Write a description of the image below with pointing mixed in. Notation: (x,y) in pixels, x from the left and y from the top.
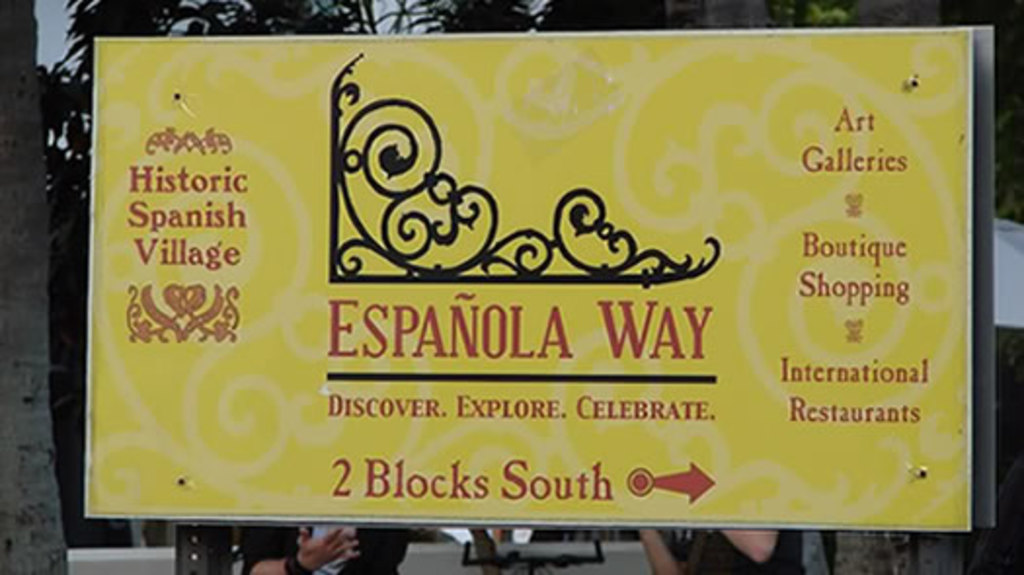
In this picture I can see the yellow color hoarding (495,362) with texts (349,403).
